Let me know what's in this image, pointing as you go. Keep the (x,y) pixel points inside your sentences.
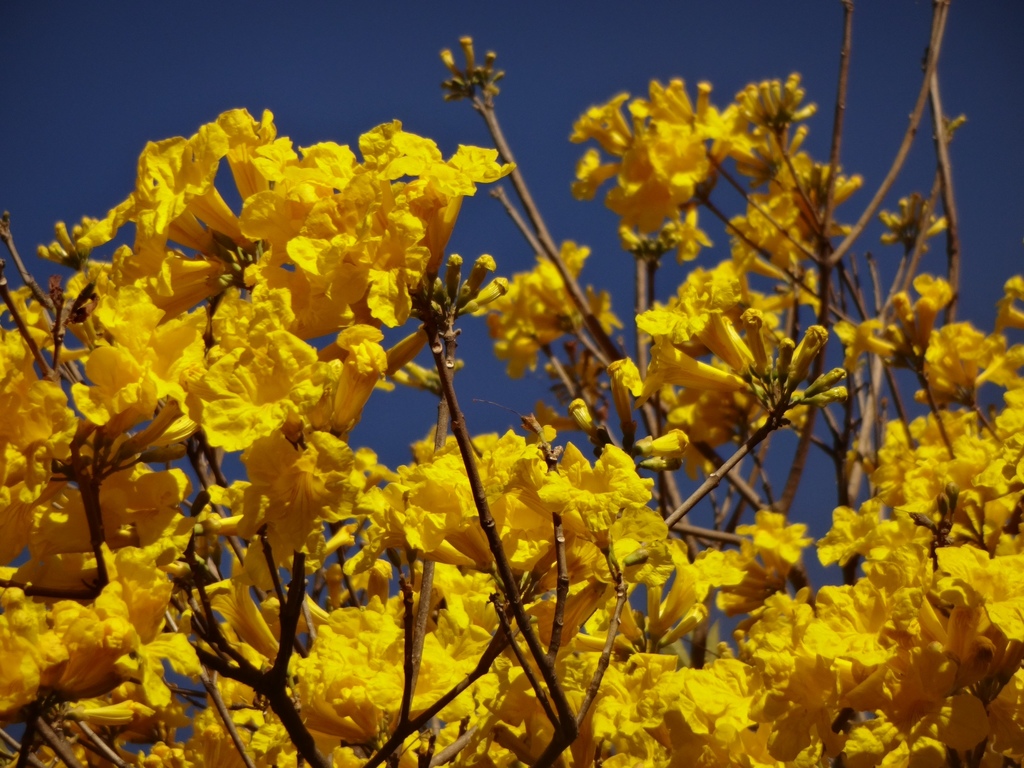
In this image we can see yellow color flowers (369,572) and stems (516,583). Behind sky (155,79) is there.
